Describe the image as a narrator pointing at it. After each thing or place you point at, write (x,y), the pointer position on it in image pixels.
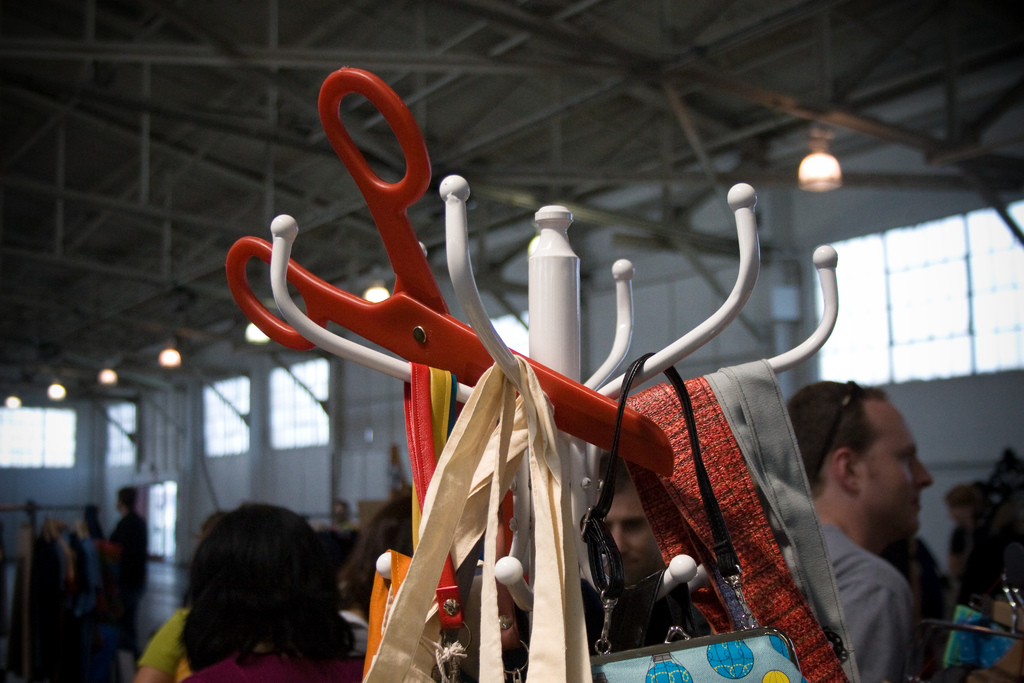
In the image we can see hanger (515,551) and there are many handbags (673,638) hanged. There are even people (244,624) around wearing clothes (846,570). Here we can see windows (926,341), lights (826,183) and this is a roof (142,150).
